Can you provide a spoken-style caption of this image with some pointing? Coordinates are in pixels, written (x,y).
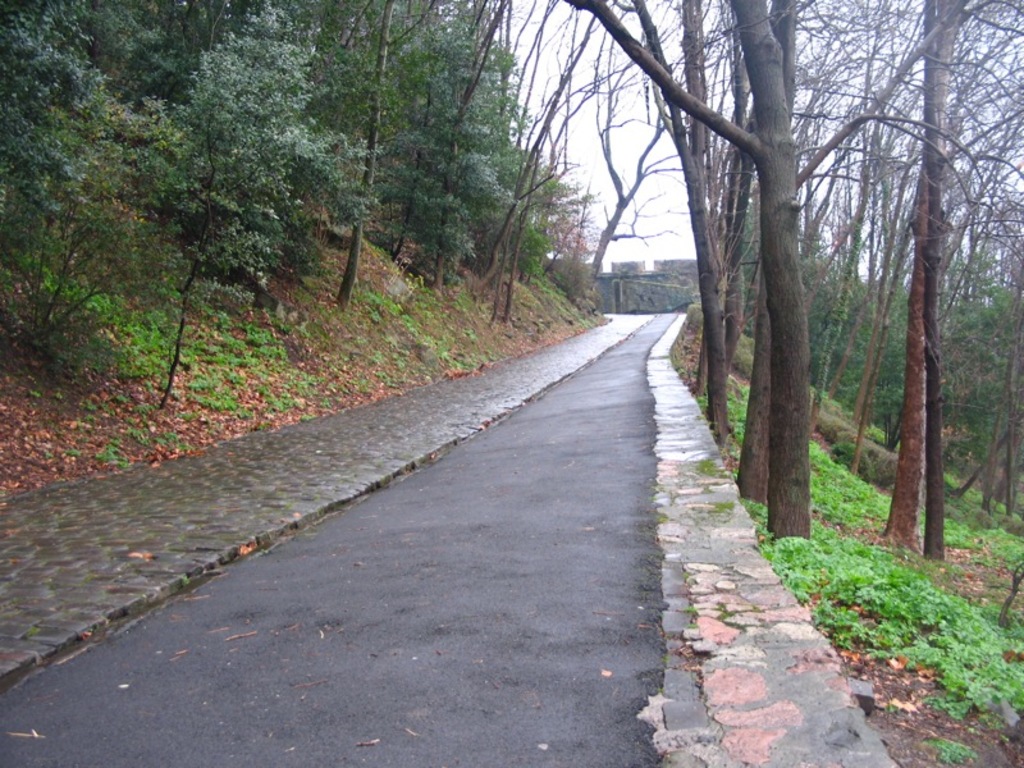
In the center of the image (532,412) a road (620,441) is there. On the left (173,313) and right side of the image (712,253) we can see some trees (295,172), plants (291,387), dry leaves (334,388) are present. At the top of the image (656,144) sky (1015,184) is there.
